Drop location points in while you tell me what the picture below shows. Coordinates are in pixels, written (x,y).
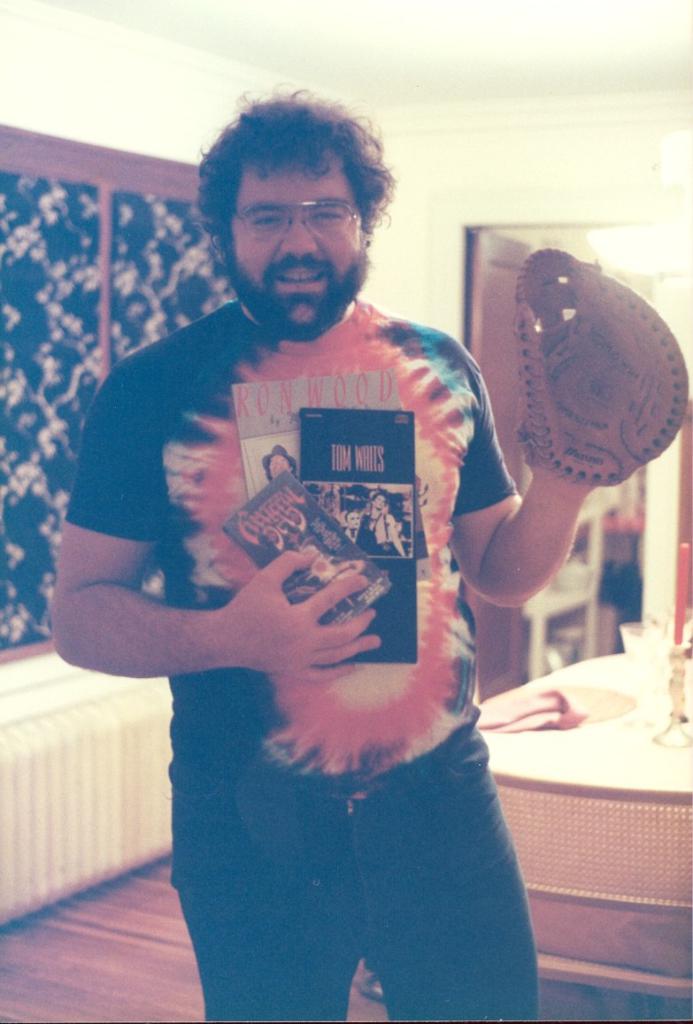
In the center of the image (346,658) a man (466,542) is standing and holding a books (376,473) and wearing a glove (561,382). On the left side of the image (83,138) wall (57,240) is there. On the right side of the image (582,729) there is a table (619,729). On the table (633,739) we can see glass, cloth (558,712) are present. At the bottom right corner (642,945) chair (642,945) is present. At the top of the image (508,16) roof (530,27) is there. Door (517,288) is present on the right side of the image (479,310).
